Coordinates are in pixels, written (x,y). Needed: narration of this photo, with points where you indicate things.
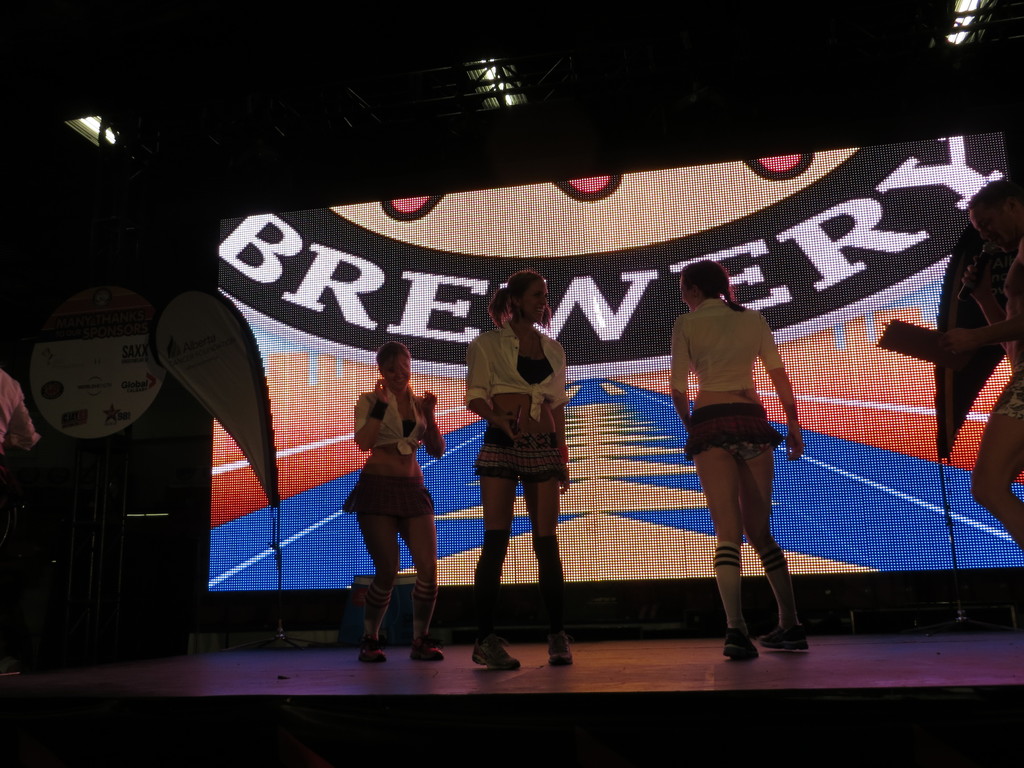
In this image there are a few women (481,455) on the stage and one of the person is holding a mic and a paper (911,335) in his hand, behind them there are banners (118,377) and screen (312,424).
